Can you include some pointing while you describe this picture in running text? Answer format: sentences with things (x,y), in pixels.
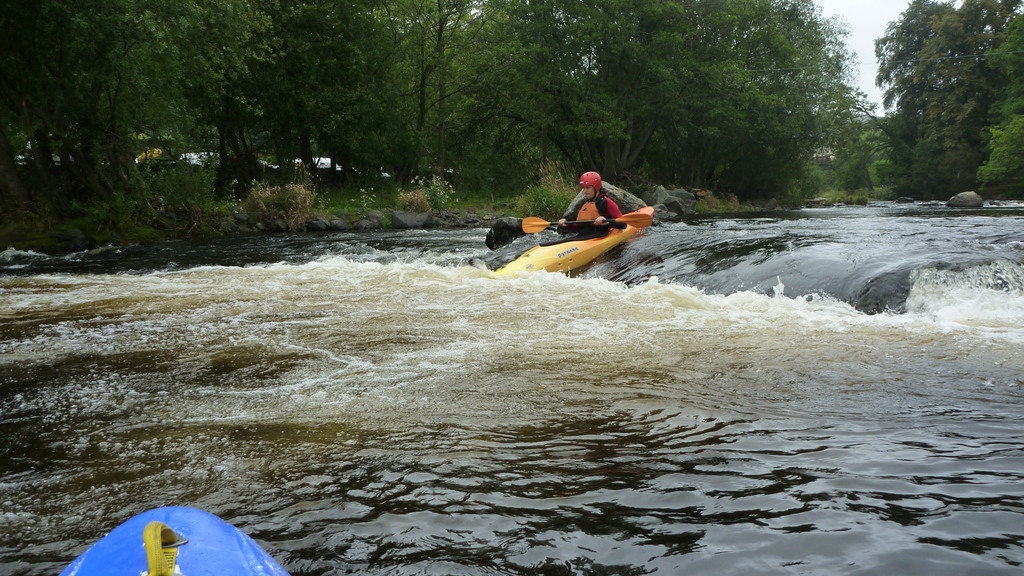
In this picture there is a man (580,210) who is wearing spectacle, helmet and jacket (592,214). He is riding a boat (616,240) and holding the stick (608,221). On the bottom left corner (224,537) we can see blue color boat (212,542) on the water (408,545). In the background (214,181) we can see shed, building (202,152), plants (372,202), grass (386,207), stone (615,191) and many trees (514,131). Here we can see sky (868,14) and clouds (860,30).
